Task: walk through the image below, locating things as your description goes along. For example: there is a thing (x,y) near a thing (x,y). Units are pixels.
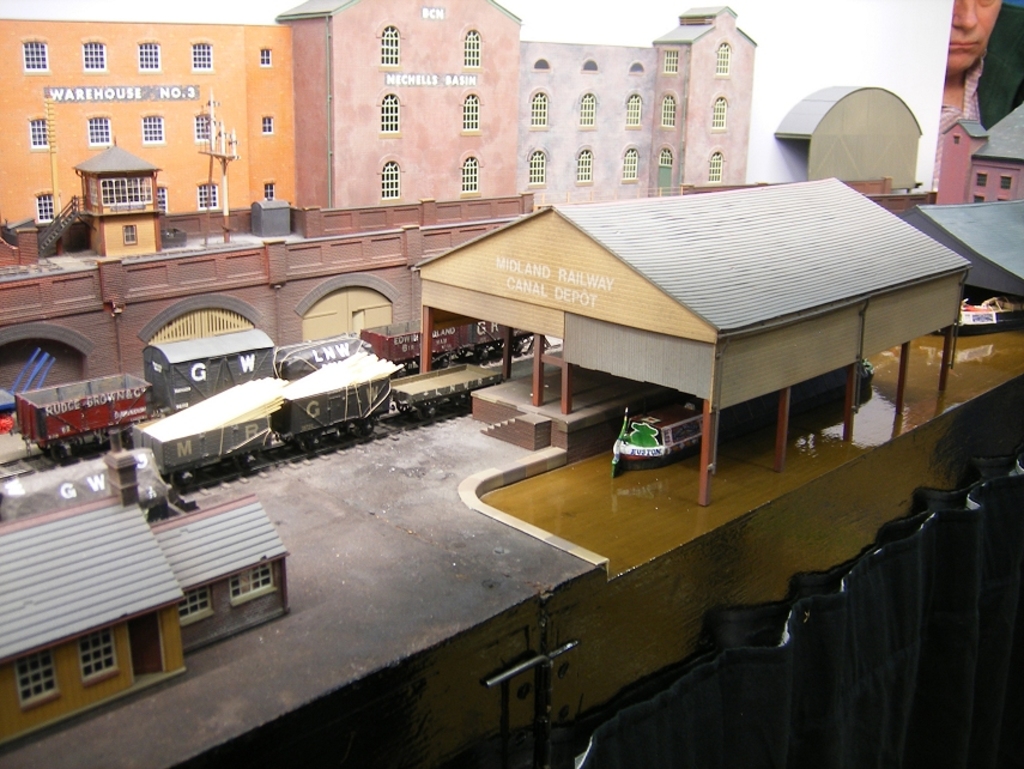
In this image there is a railway station (470,277) in the middle (367,299) which is made up of cardboard (152,290). In the background (484,83) there are buildings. In the middle (367,404) there are two tracks (63,465) on which there are goods trains (242,371). On the right side (757,277) there is a tent (616,329) under which there is a vehicle (661,420). There is a platform (383,551) on which there are houses (188,575). On the right side (966,91) top there is a person (993,58). At the bottom (548,700) there is a bolt (519,669). Beside the bolt (528,659) there is a black color cloth (796,662).
